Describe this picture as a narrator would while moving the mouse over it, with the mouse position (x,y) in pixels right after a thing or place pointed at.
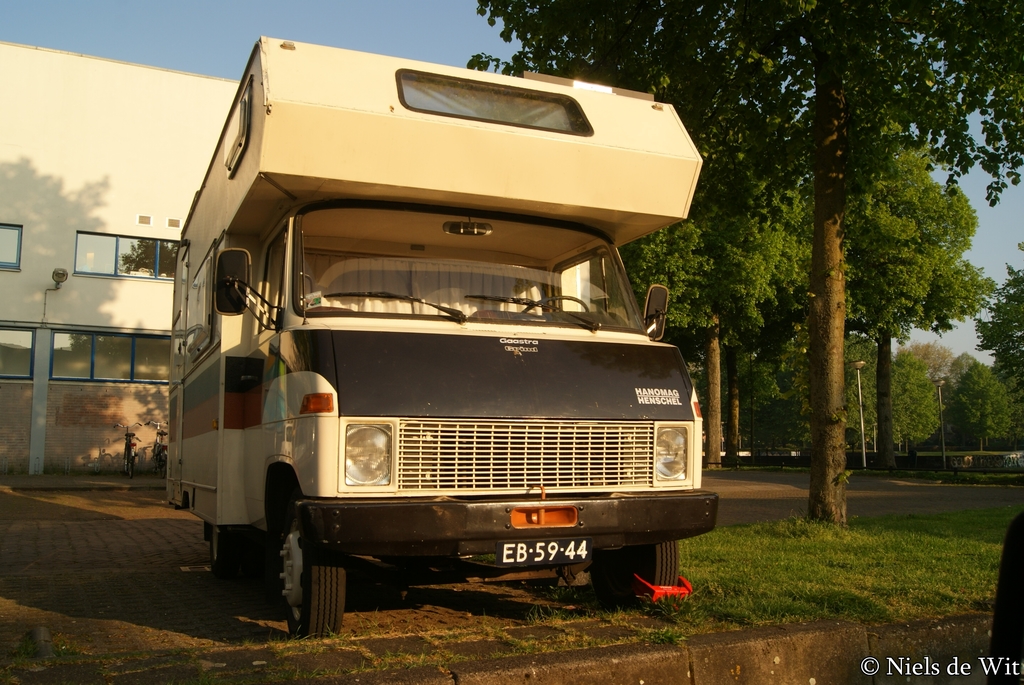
In this image we can see a vehicle (475,430) with a number plate (528,557). On the ground (756,547) there is grass (852,570). Also there are trees (888,273). In the back (126,275) there is a building (83,291) with windows (73,343). In the background (369,37) there is sky (383,14). In the right bottom corner (929,664) there is a text (928,662).
